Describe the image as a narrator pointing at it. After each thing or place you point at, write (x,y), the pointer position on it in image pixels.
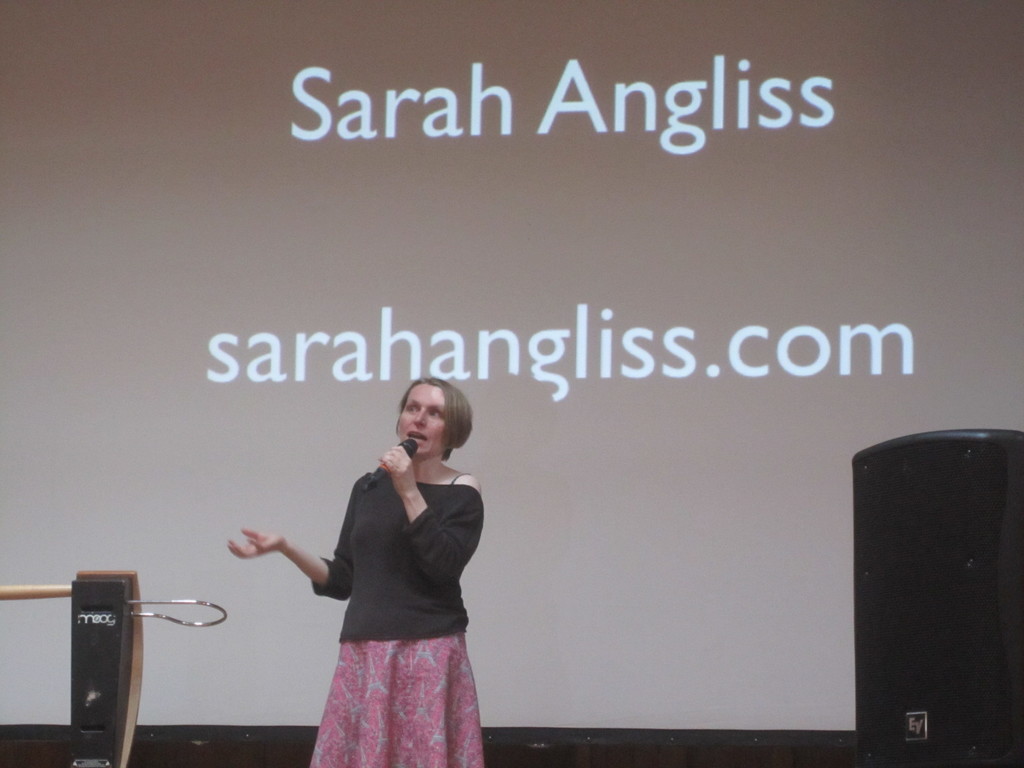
In the front of the image (344,545) there is a woman (436,509), speaker (925,465) and objects (125,591). Woman (406,567) is holding a mic (406,455). In the background of the image (597,415) there is a screen (475,280). Something is written on the screen (576,239).
